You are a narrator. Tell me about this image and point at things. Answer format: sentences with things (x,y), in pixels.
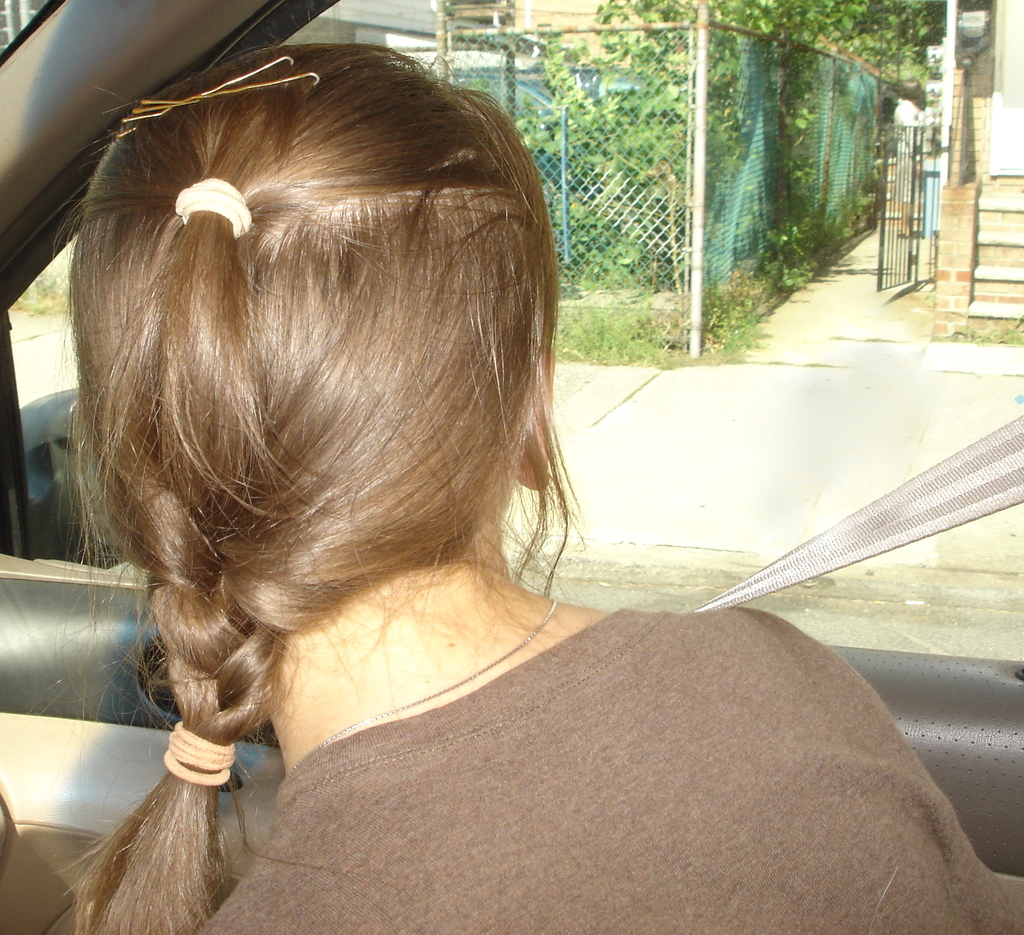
In this image we can see one girl (375,312) turned backwards and sat in a car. And watching outside the car (100,62). And we can see gates (898,218) and some trees (719,135) outside the car (75,628).
